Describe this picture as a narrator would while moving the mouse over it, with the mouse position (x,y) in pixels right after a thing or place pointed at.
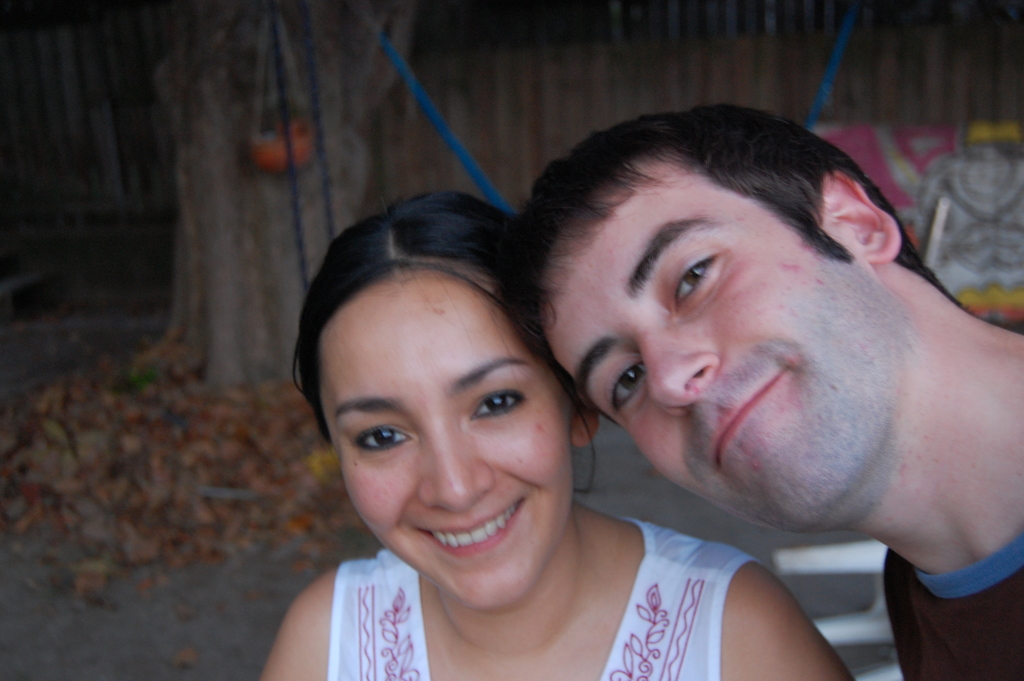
In this image there is a man (908,478) and a woman (540,593) in the background (497,123) it is blurred.
